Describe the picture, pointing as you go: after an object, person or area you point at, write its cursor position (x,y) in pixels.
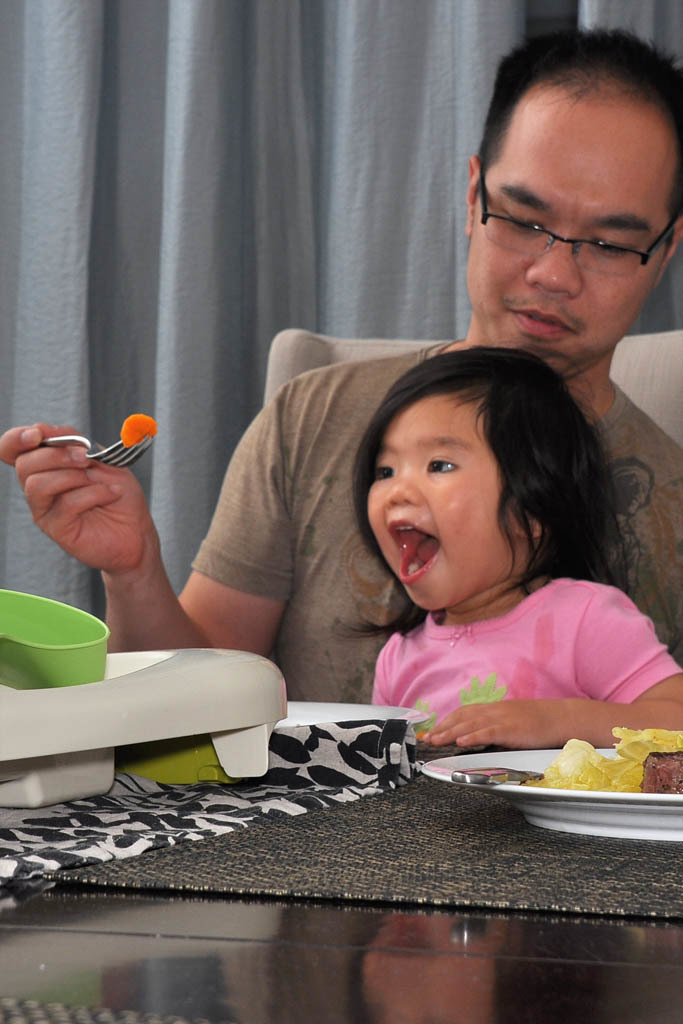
In this image we can see a man (319,374) sitting on the chair (351,361) is holding a fork (142,448) in his hands (79,527) and feeding a baby (420,487) wearing pink dress (583,626). There is a plate (662,808) with food (566,756) on the table (548,847). In the background of the image (290,243) we can see a curtains (236,225).
